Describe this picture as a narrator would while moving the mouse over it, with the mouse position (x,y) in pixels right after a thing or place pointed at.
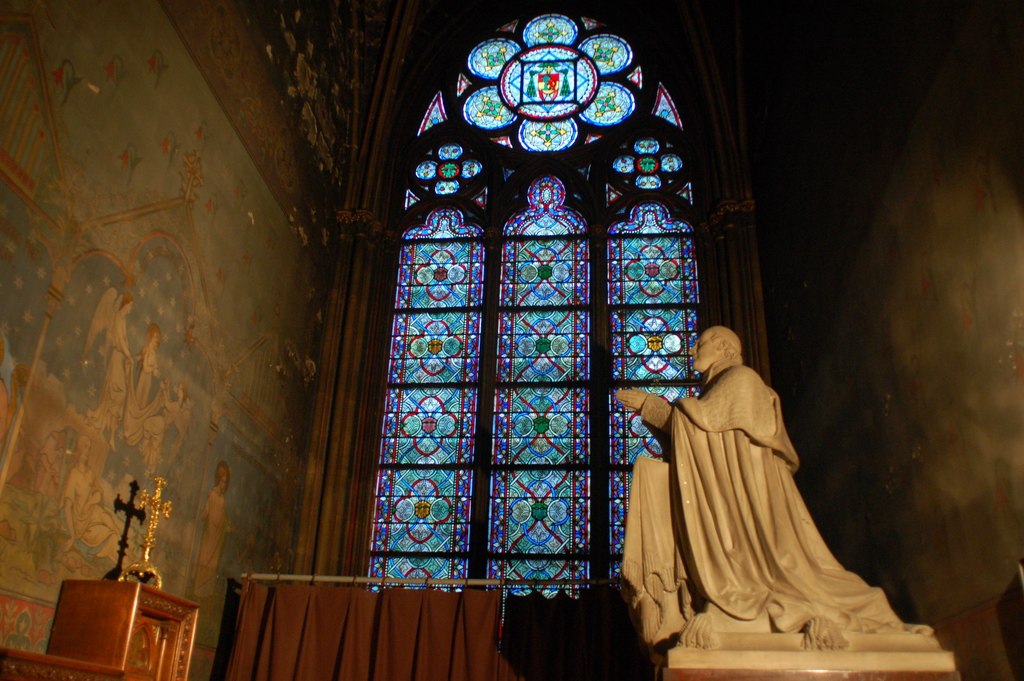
In the picture we can see inside the church (835,604) with a cross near the wall (191,500) and opposite to the cross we can see a sculpture (660,525) of the man (837,617) and in the background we can see the glass wall (441,312) with paintings (446,331) to it.
